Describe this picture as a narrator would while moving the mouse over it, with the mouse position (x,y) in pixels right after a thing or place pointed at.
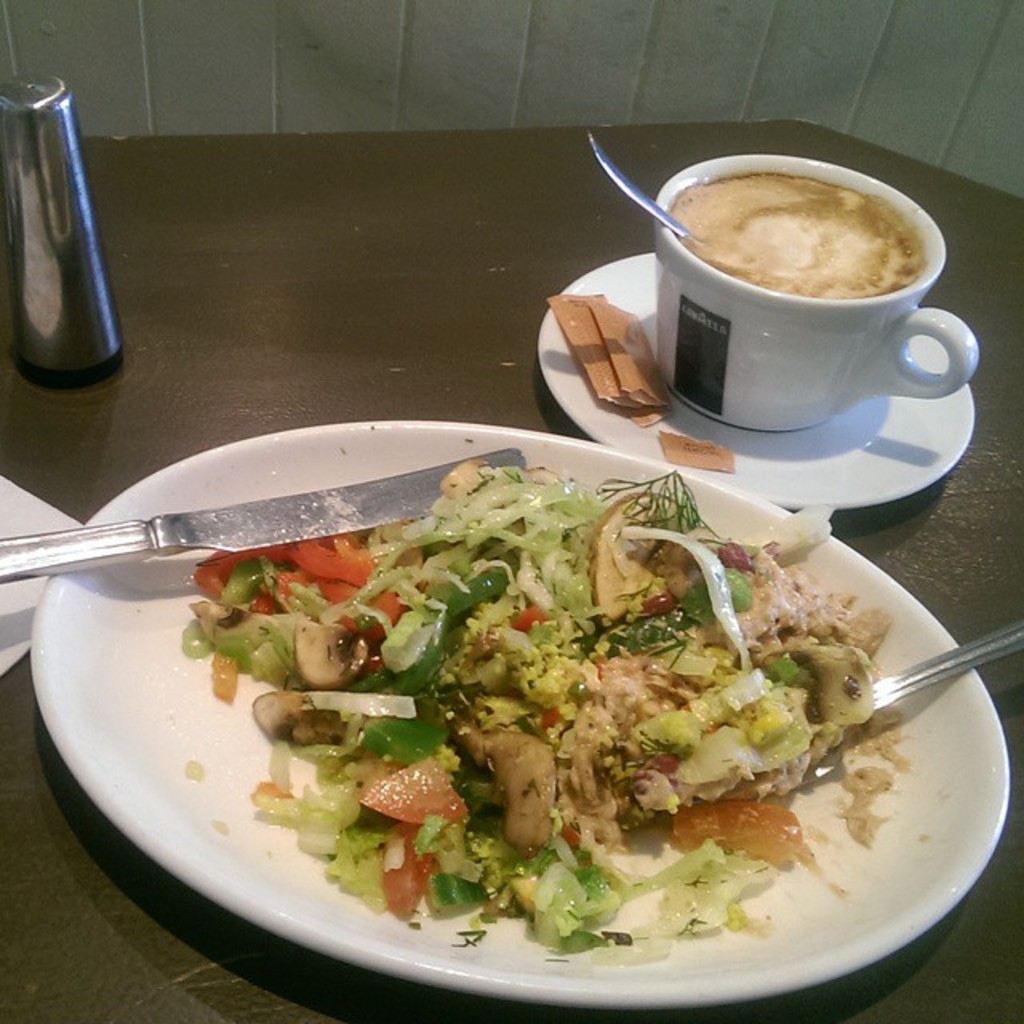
In this image we can see a cup (714,364) and a plate (248,841) containing food (602,596) and spoons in it placed on the table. In the background (78,306), we can see a container (51,225).
